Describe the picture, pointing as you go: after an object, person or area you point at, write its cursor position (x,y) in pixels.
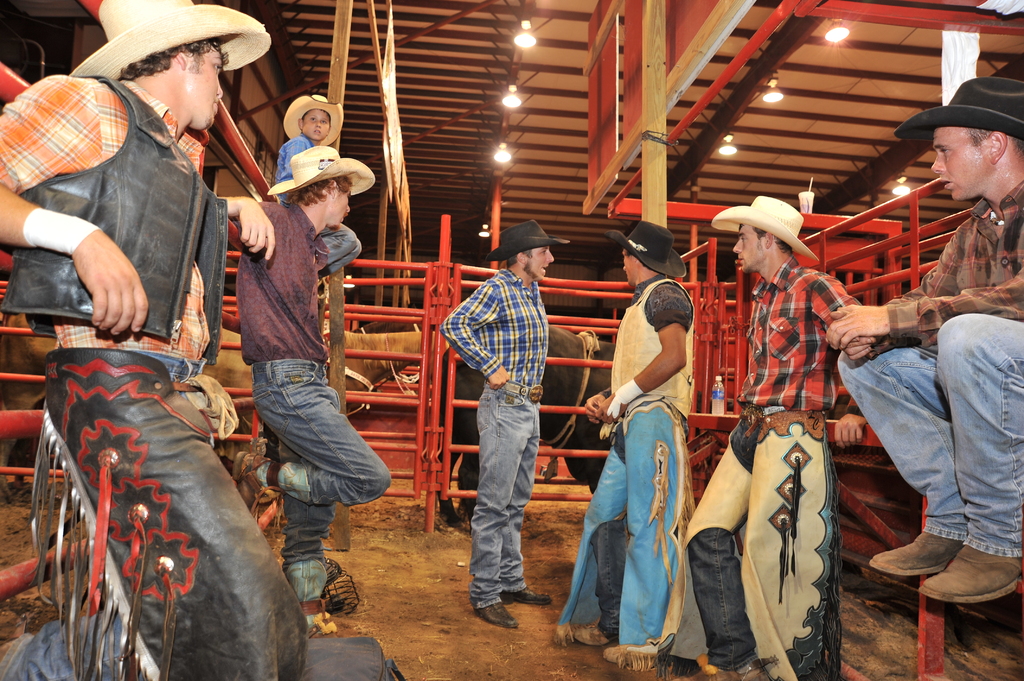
In this image I can see group of people (728,533) standing, background I can see few animals (353,333) in brown and black color, I can also see the railing (365,279) and I can see few lights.
